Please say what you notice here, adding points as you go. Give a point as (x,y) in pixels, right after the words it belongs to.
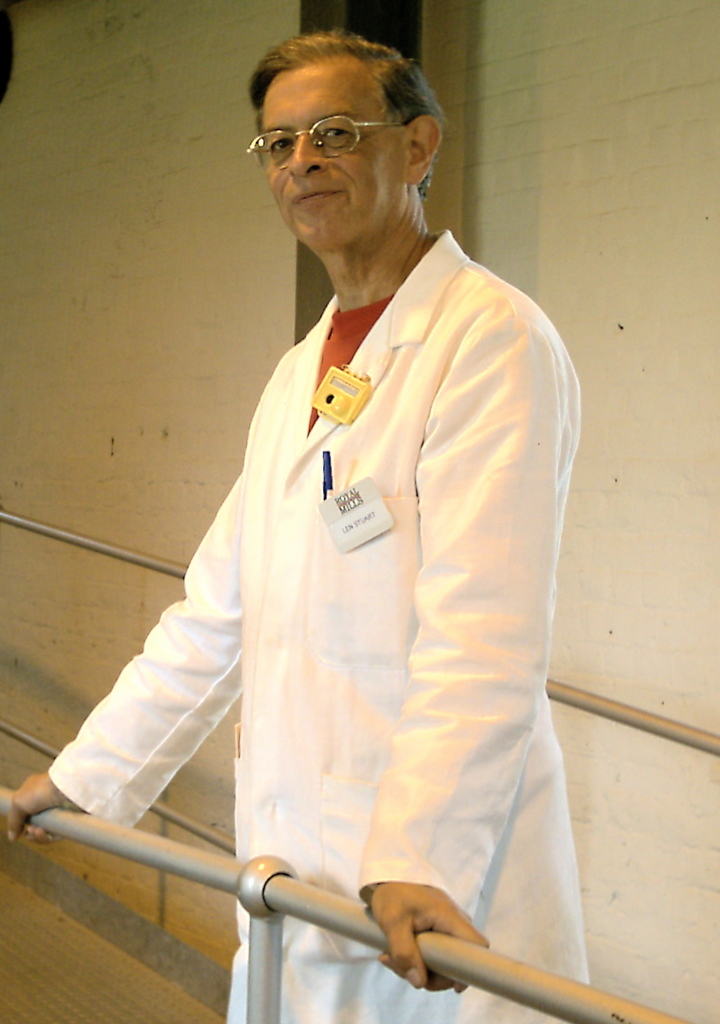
In this image person (312,864) is standing by holding the grill (157,854). At the back side (164,537) there is a wall (148,241).
